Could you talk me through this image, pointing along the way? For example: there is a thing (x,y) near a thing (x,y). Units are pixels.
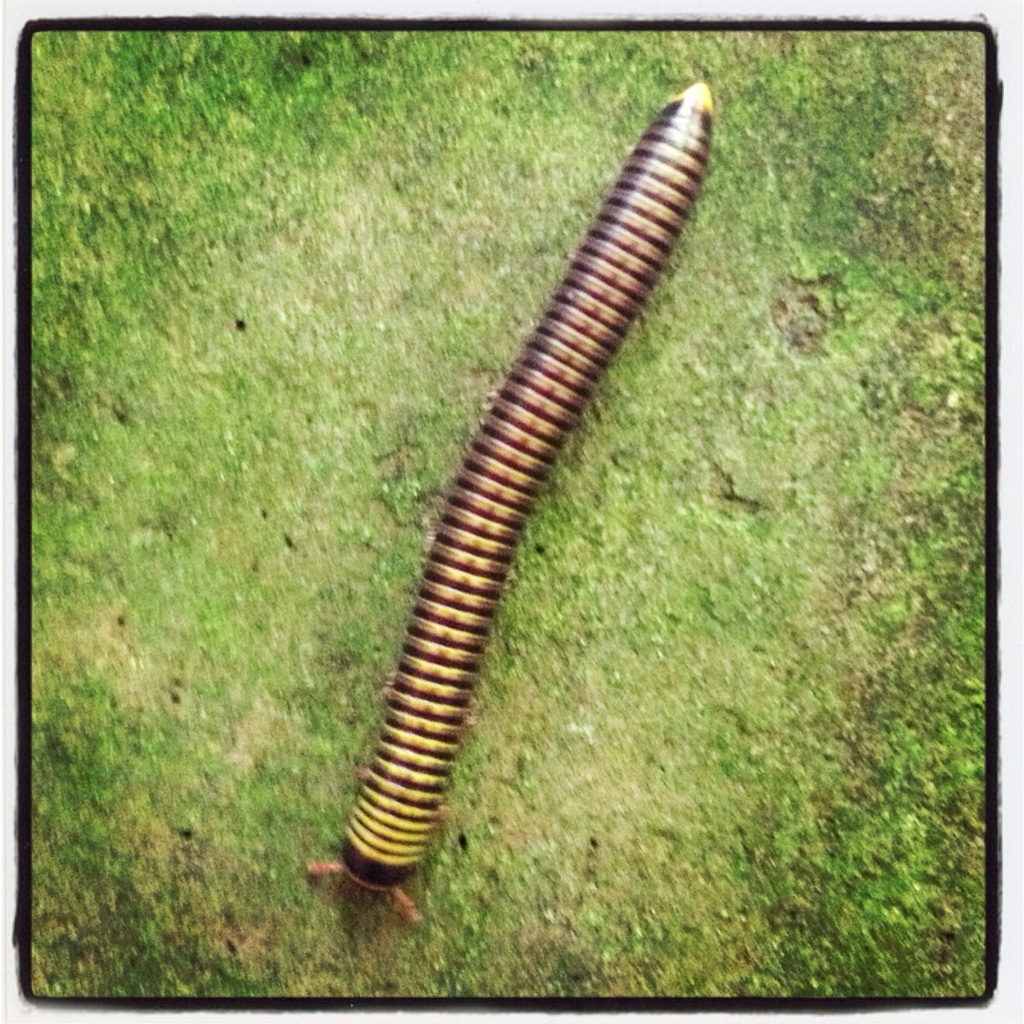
In this image we can see an insect (420,777) on the ground (611,754).
